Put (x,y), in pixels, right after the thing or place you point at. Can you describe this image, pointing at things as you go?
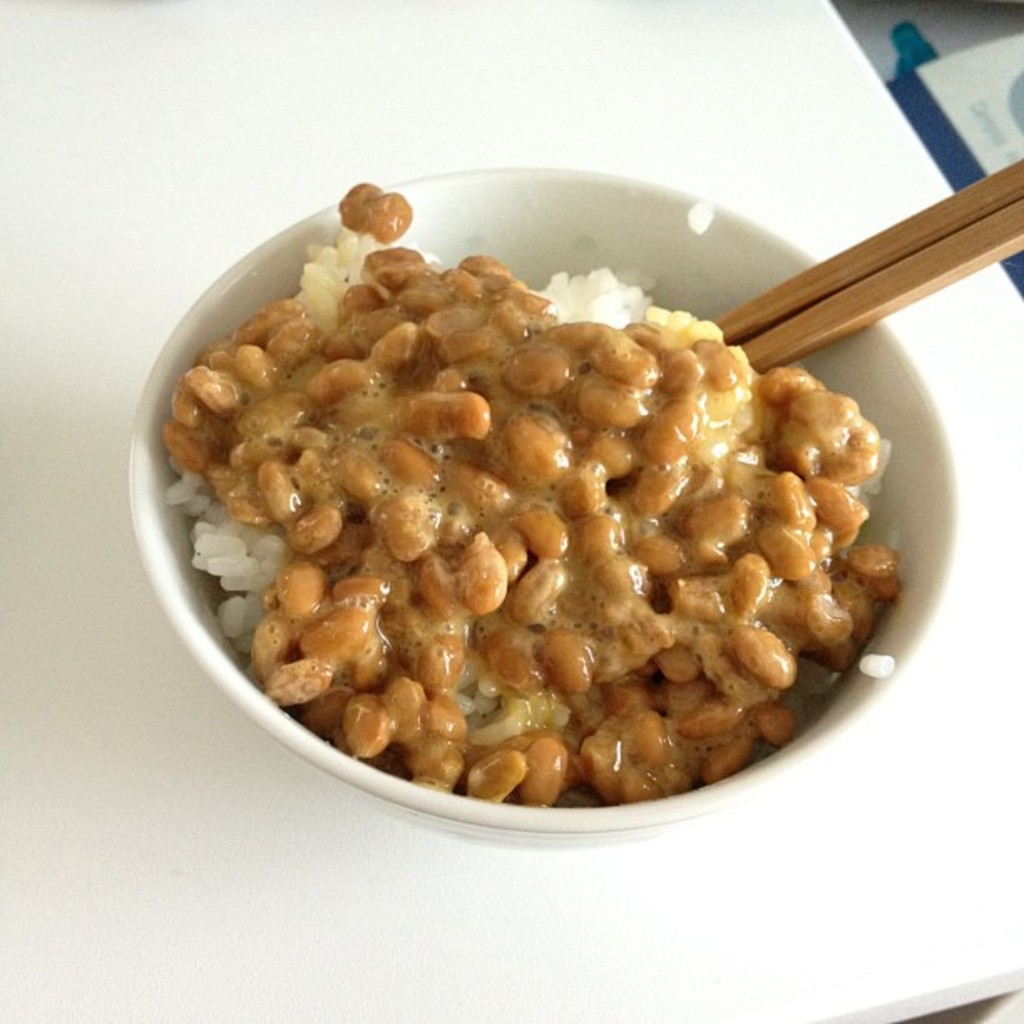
This food (694,417) is highlighted in this picture. This food (822,617) is presented in a bowl (709,277) with chopsticks (949,231).
